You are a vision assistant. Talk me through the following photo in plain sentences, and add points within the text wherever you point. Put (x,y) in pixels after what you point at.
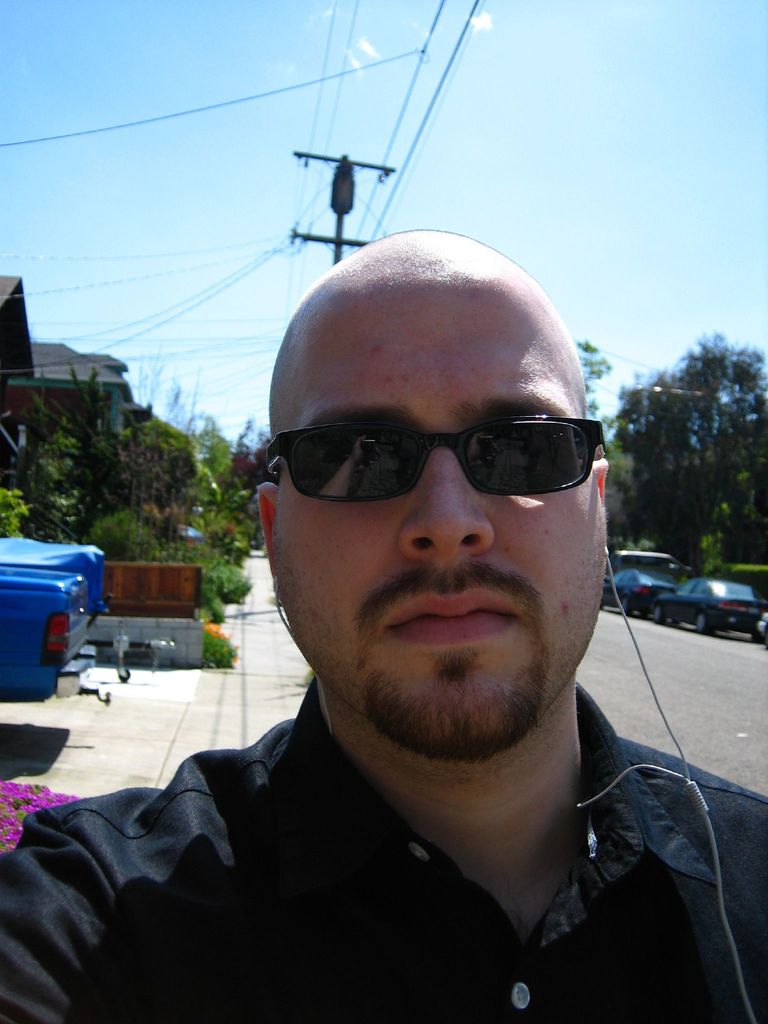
In this image we can see a person (317,719) wearing black shirt (315,721), earphone (607,555) and glasses (520,442) is standing here. In the background (54,684), we can see the blue color car (75,688), small plants (206,598), trees (140,503), wooden house (134,400), cars (720,610) parked on the side of the road (643,619), current pole (363,240), wires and the sky (519,63).
